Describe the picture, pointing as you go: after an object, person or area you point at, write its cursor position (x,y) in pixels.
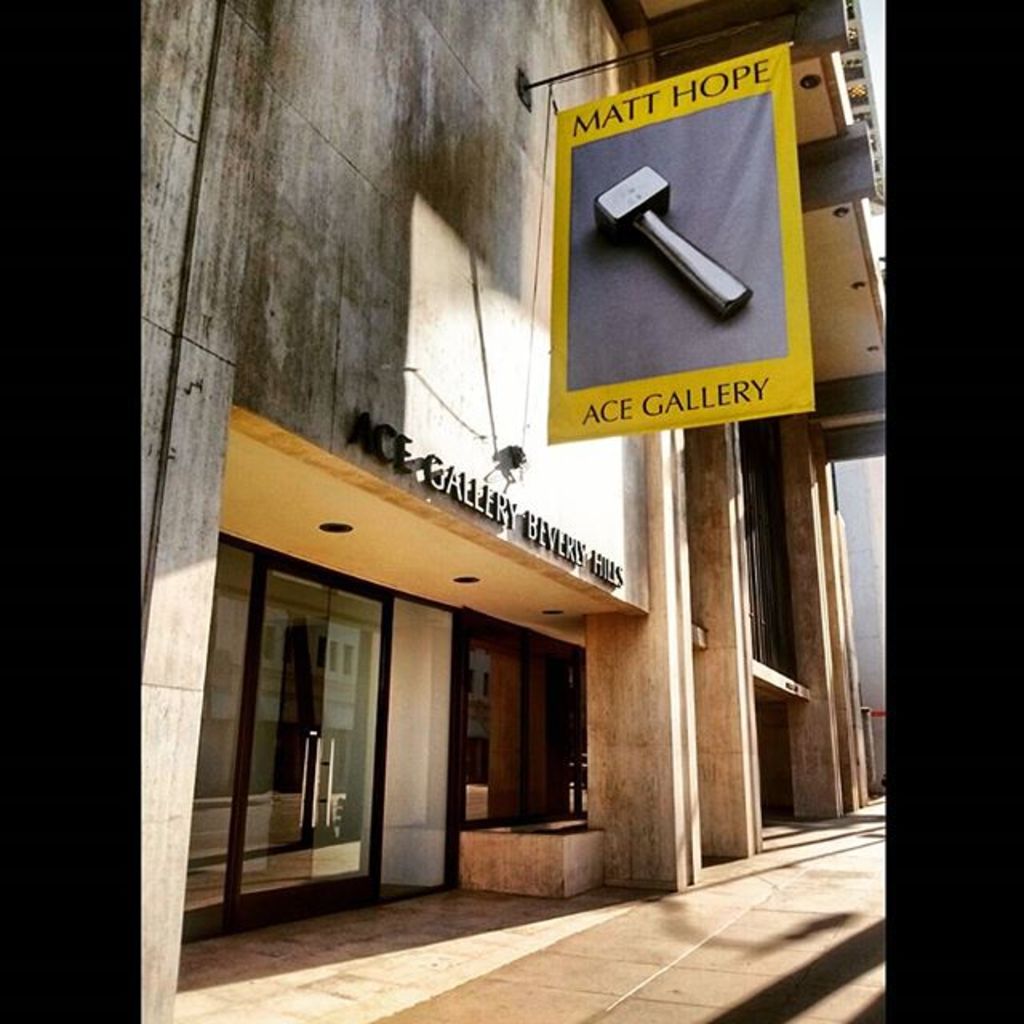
Here we can see a building (470,471). This is wall (313,257) and there is a door (255,711). There is a banner (703,299) and this is floor (728,933). Here we can see a pillar (638,719) and this is board (609,566).
